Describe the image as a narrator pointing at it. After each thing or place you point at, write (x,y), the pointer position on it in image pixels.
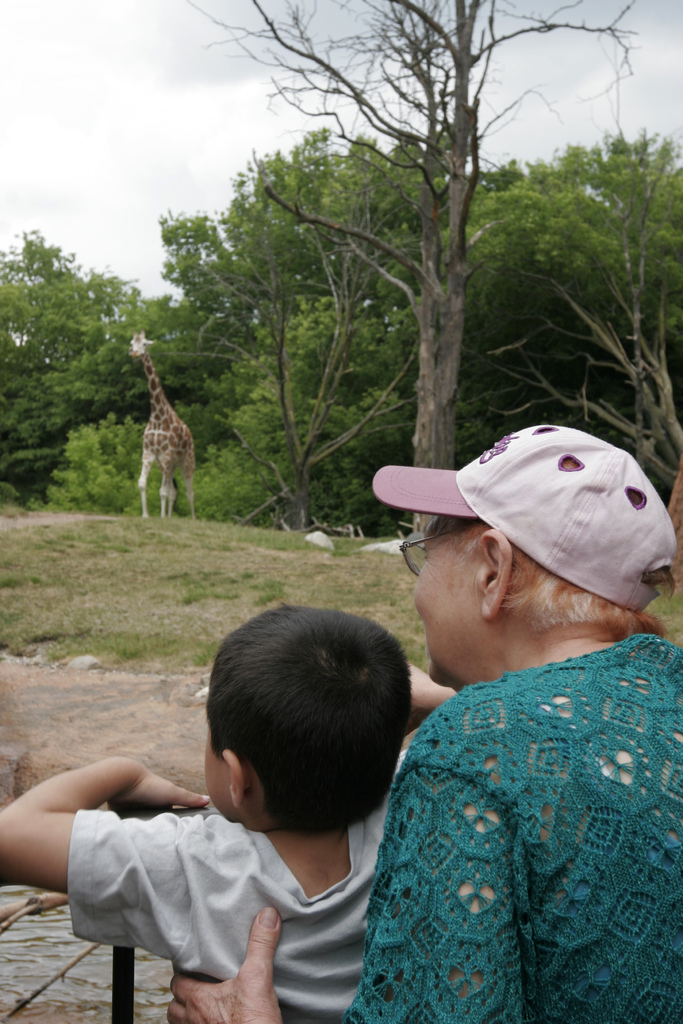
In this image I can see two persons (447,814). I can see a giraffe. There are few trees (251,333). I can see clouds (58,113) in the sky (305,97).
